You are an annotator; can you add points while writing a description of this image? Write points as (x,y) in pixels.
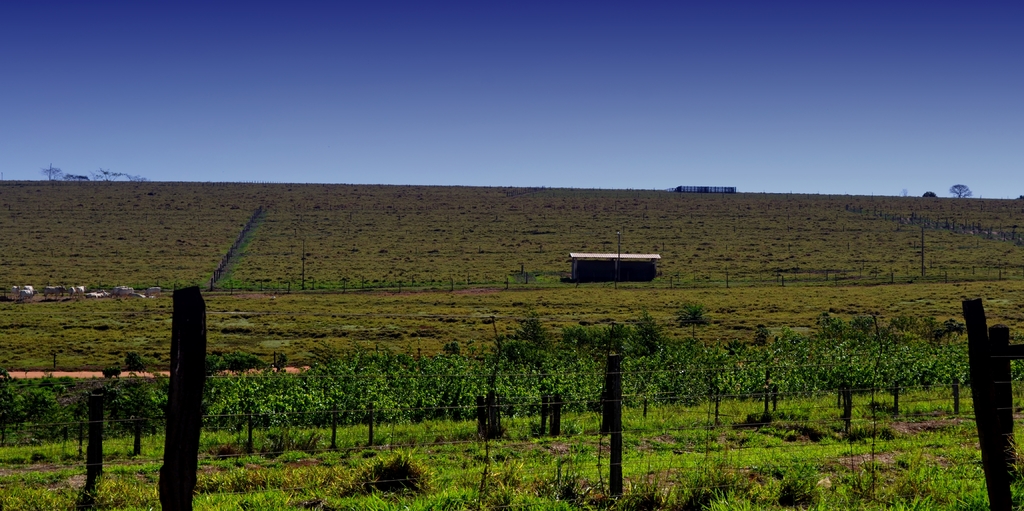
In this image I can see plants (549,388), the grass (685,294), animals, fence (599,438) and poles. In the background (493,118) I can see trees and the sky (393,149).
